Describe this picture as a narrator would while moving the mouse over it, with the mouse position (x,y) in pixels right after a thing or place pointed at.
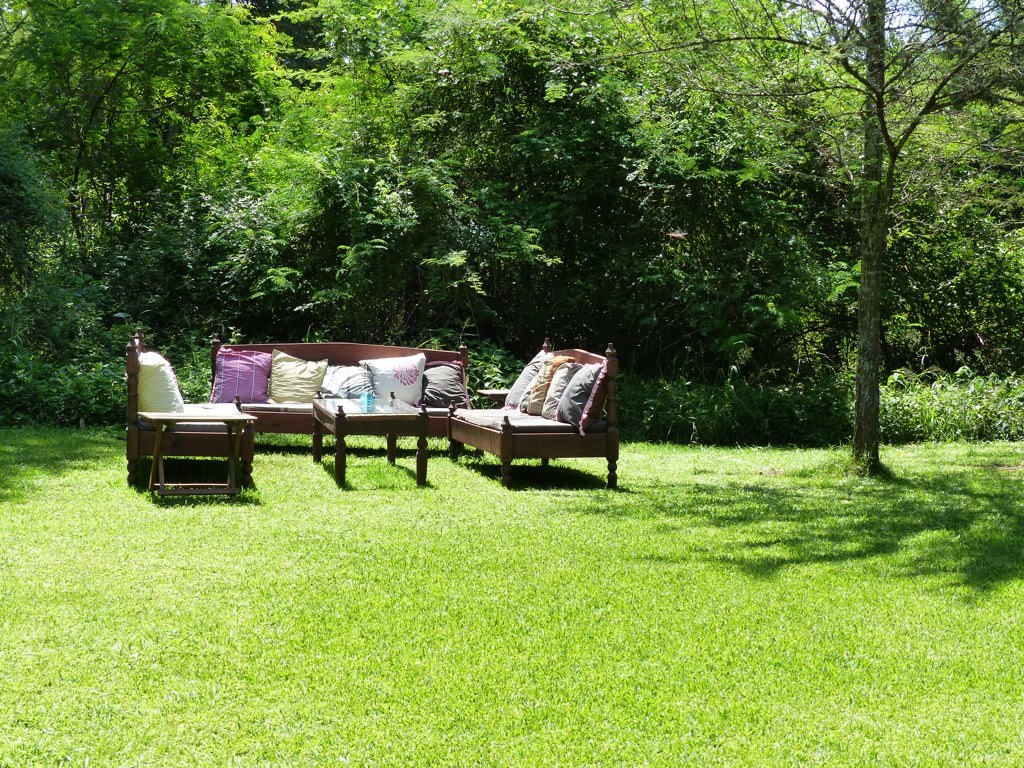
In this picture there is a sofa set (557,421) and a table (385,425) placed in the garden (295,549). There is a tree (871,321) and some trees (512,223) in the background (480,165) along with some plants (742,410).
